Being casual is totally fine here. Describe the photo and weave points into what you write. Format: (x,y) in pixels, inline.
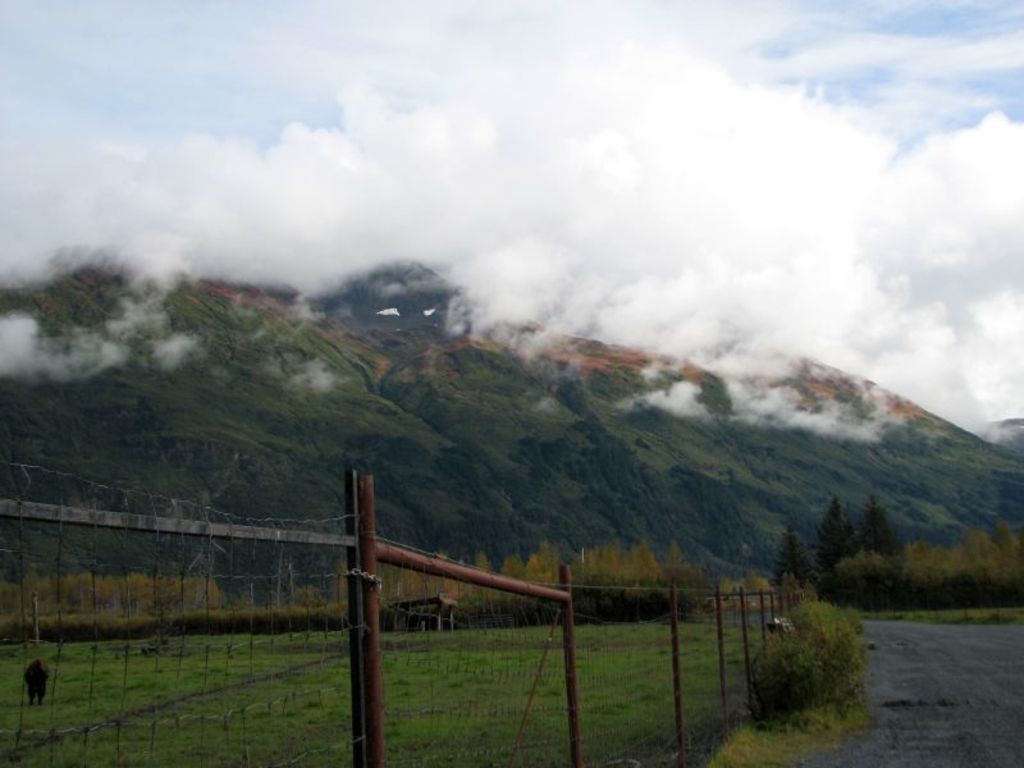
At the bottom of the picture (360,653), we see the fence (531,691). Beside that, we see plants (764,669) and the grass (735,760). In the right bottom (893,698), we see the road (932,638). There are trees (617,566) and hills (587,508) in the background (546,364). At the top (368,99), we see the sky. On the left side (49,672), we see an animal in black color. In the middle of the picture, we see the shed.
